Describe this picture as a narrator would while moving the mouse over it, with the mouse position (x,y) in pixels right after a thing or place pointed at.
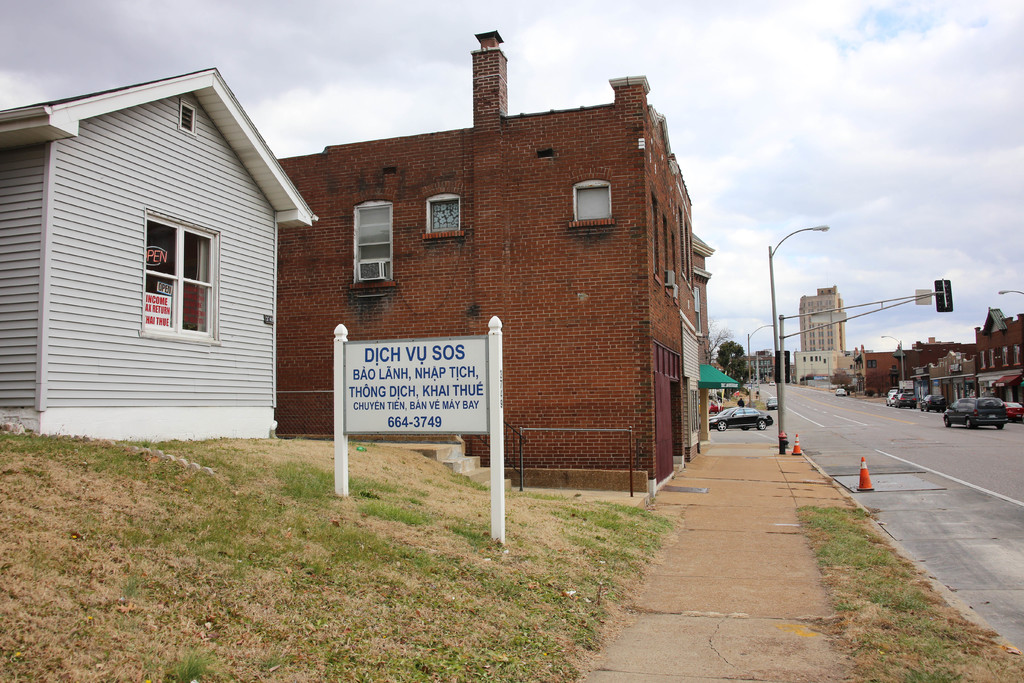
In this picture we can see buildings (658,242), streetlights (780,418), cars (1012,406), streetlights (773,286), trees (726,356) and road (825,413). At the top (906,36) we can see sky (836,50) and clouds (882,59). Here we can see board (465,417) near to the grass (450,513). Here we can see traffic cones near to the street light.
